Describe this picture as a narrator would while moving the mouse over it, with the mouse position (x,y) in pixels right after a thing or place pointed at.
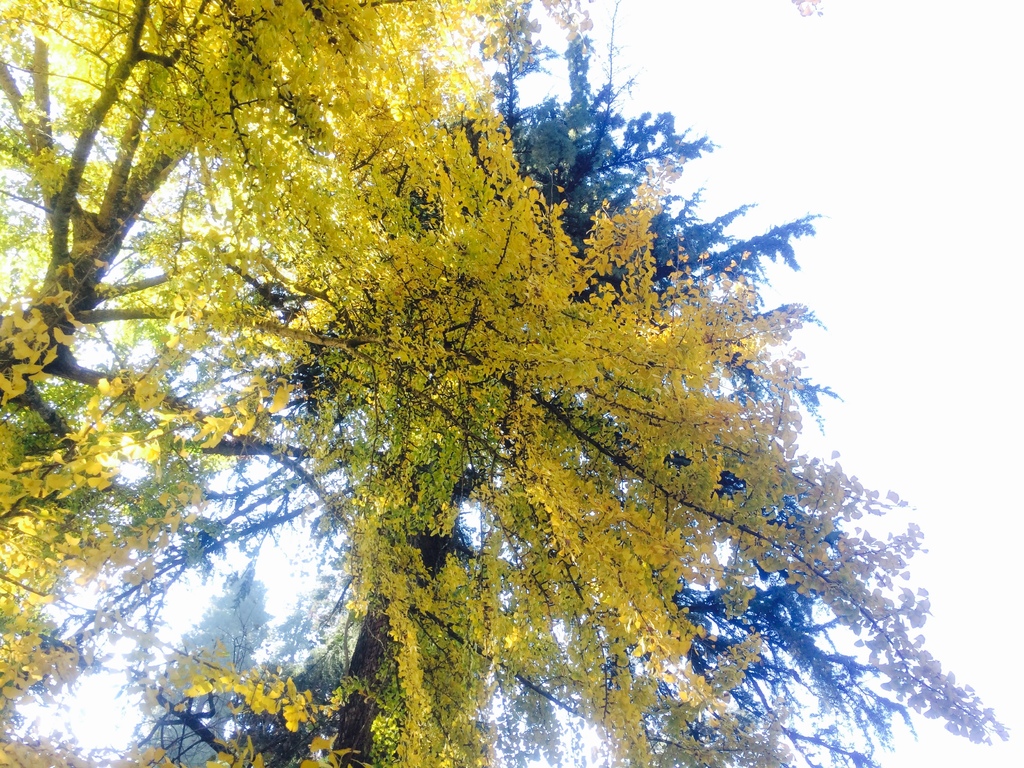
In the center of the image (567,348) a trees (449,262) are present. At the top of the image (906,149) sky (918,112) is there.
